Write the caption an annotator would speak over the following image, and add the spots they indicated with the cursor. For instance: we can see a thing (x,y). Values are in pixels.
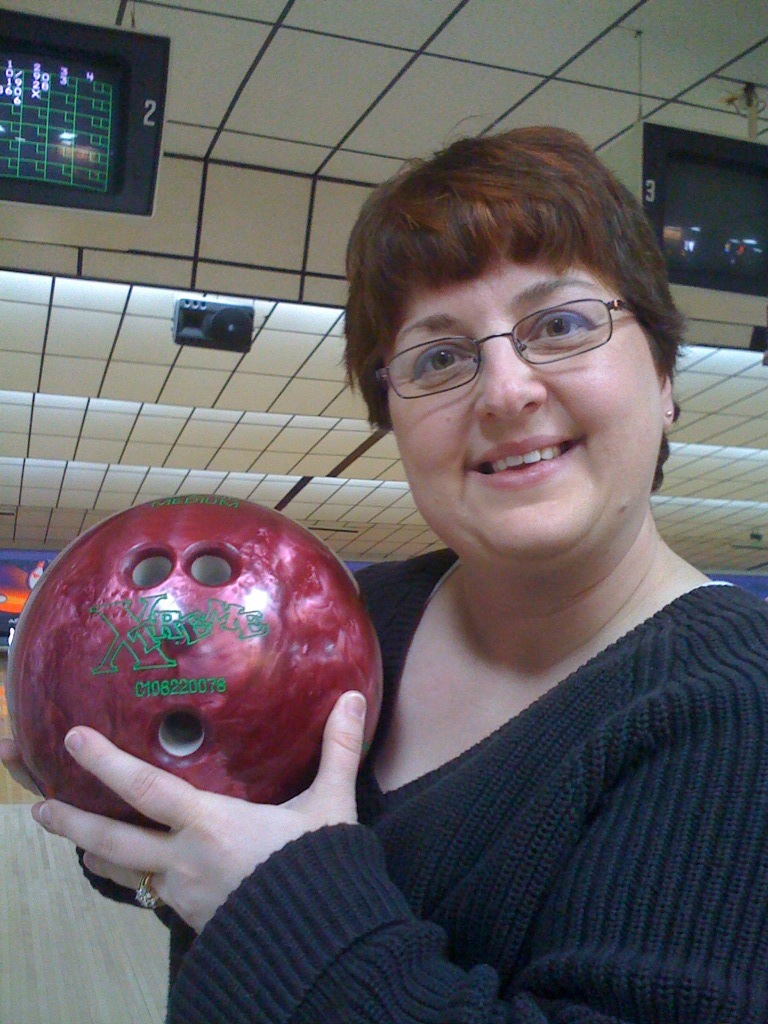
In this image there is a woman (607,575) towards the bottom of the image (482,756), she is wearing spectacles (542,347), she is holding an object (232,660), there is wooden surface (45,916) towards the bottom of the image (106,927), there is roof (411,142) towards the top of the image (429,78), there is a screen (84,143) towards the left of the image (83,129), there is a screen (708,216) towards the right of the image (722,182), there is an object (236,327) attached to a roof (337,366).
